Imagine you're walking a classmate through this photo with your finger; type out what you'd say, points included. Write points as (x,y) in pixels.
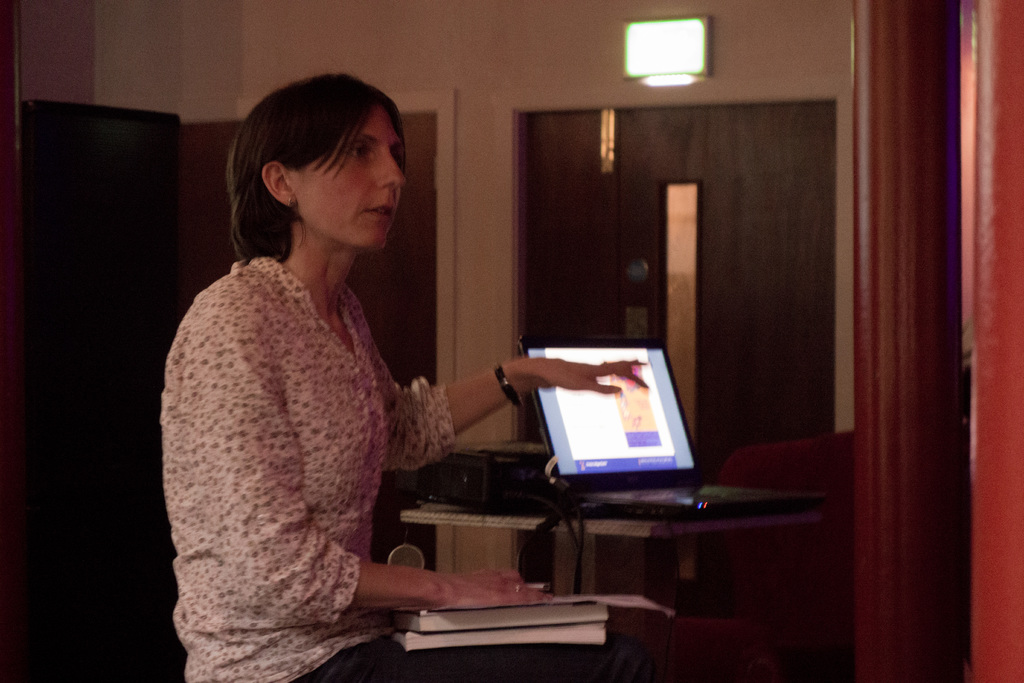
We can see a woman (539,647) having books (511,639) in her hand (536,591) and laptop (640,510) in front of her on the table (624,522) present in front of her speaking something and at the side we can see a door (790,149) and a light (652,42) present.
